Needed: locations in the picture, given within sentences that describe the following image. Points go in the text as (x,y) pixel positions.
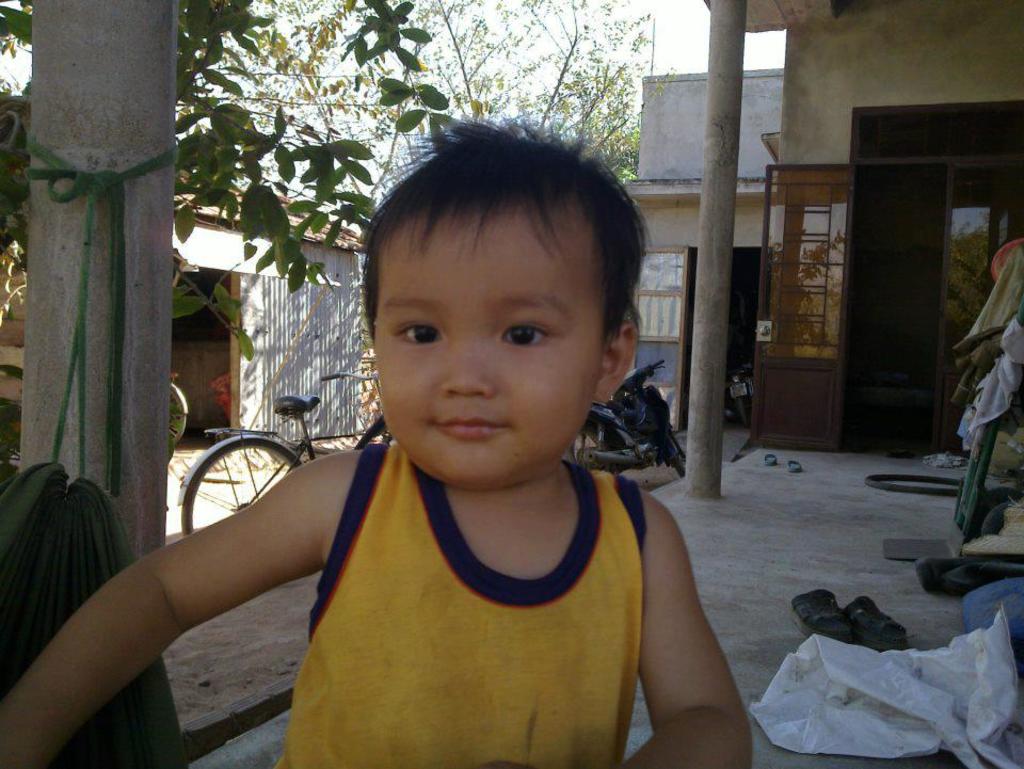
In this image, I can see a boy (547,642) standing and smiling. I think this is a house (749,259). These are the doors (781,329) and pillars (727,81). I can see a bicycle (204,449) and a motorbike (621,422), which are parked. These are the pair of sandals (887,639). On the right side of the image (986,550), I can see few objects (929,663) on the floor (910,594). These are the trees (236,12). This looks like a shed (274,319).
